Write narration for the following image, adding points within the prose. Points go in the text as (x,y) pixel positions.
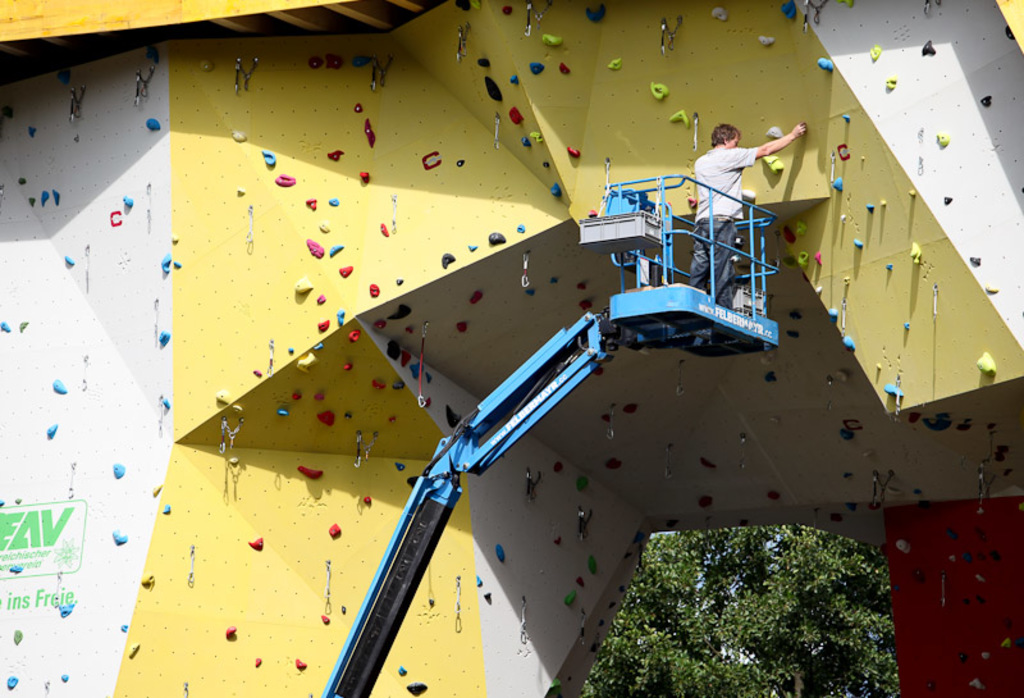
In this image I can see bouldering (342,488). I can see a person (772,147). I can see few trees (741,665).
